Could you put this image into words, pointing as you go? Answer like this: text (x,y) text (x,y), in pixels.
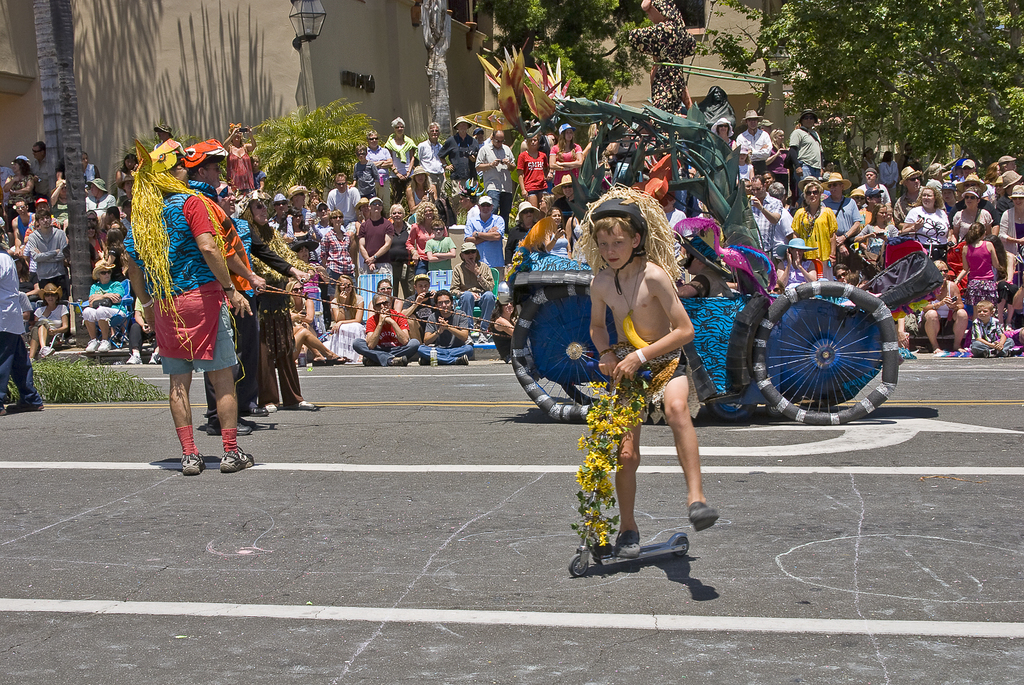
In this picture we can see a kid (644,361) riding a scooter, there is a vehicle (727,340) here, in the background (383,324) there are some people (450,339) sitting here, we can see some people (332,235) standing here, we can also see a building (407,67) and some trees (592,77) in the background (881,75).
